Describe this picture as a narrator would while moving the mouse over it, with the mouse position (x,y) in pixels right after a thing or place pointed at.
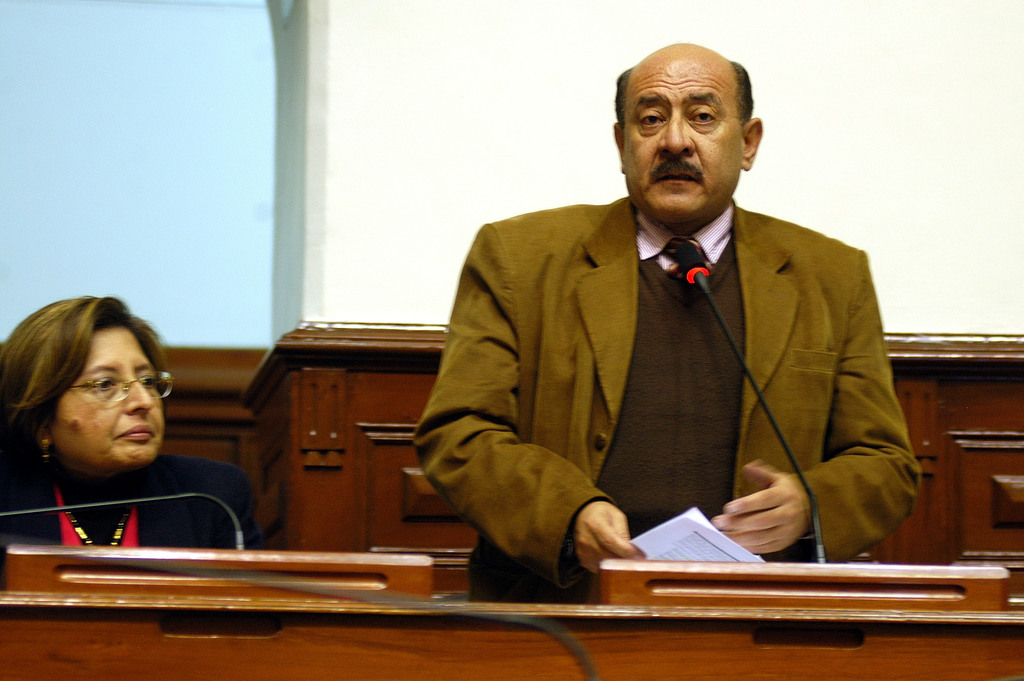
In this image there is a table (581,606). On the table (871,606) there are microphones (768,409). To the left (98,479) there is a woman (170,503) sitting. In the center (611,368) there is a man (625,370) standing. He is holding a paper (646,540) in his hand (610,542). Behind them there is another table (348,354). In the background (332,135) there is a wall (365,123).
